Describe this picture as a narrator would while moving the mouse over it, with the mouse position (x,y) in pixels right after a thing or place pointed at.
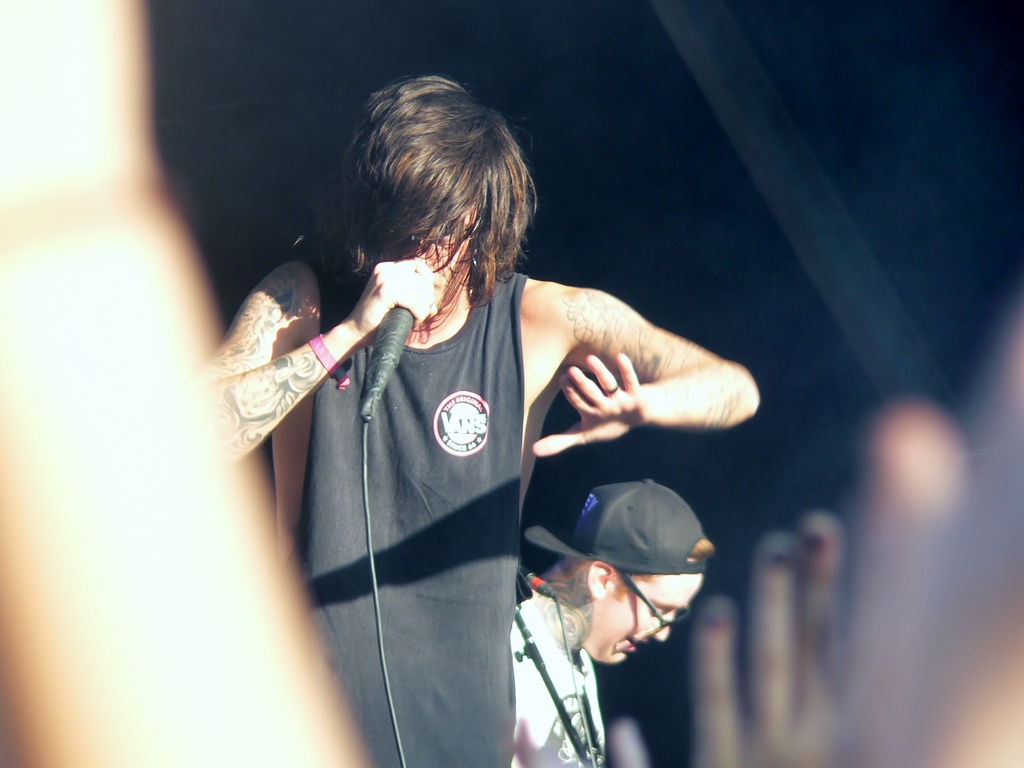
In this image I can see a man (431,454) is standing and singing, he wore black color top (419,551). Beside him there is another person (621,605), this person (618,593) wore black color cap (642,548).
